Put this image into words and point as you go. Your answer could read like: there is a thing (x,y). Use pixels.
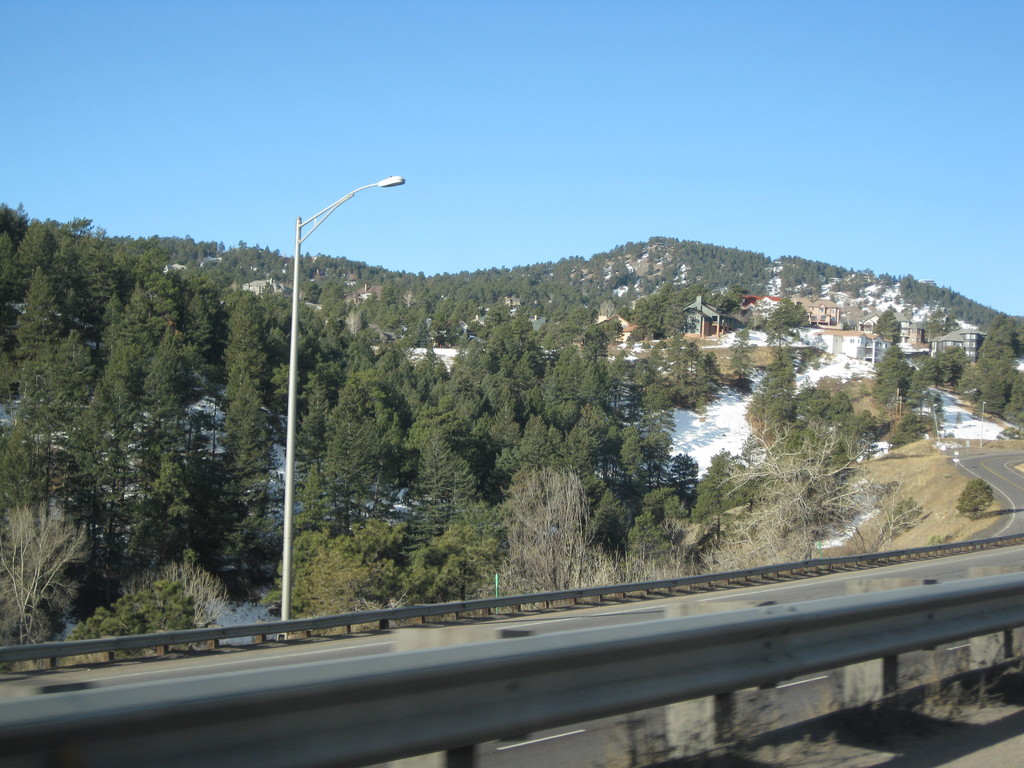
In this image there is a road (962,564). Beside there is a fence (623,592). Behind the fence (310,631) there is a street light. Background (708,328) there is a hill (786,298) having few trees (636,379) and buildings (871,337). Right side (709,457) land (696,436) is covered with snow (955,428). Top of the image (725,106) there is sky (772,150).
